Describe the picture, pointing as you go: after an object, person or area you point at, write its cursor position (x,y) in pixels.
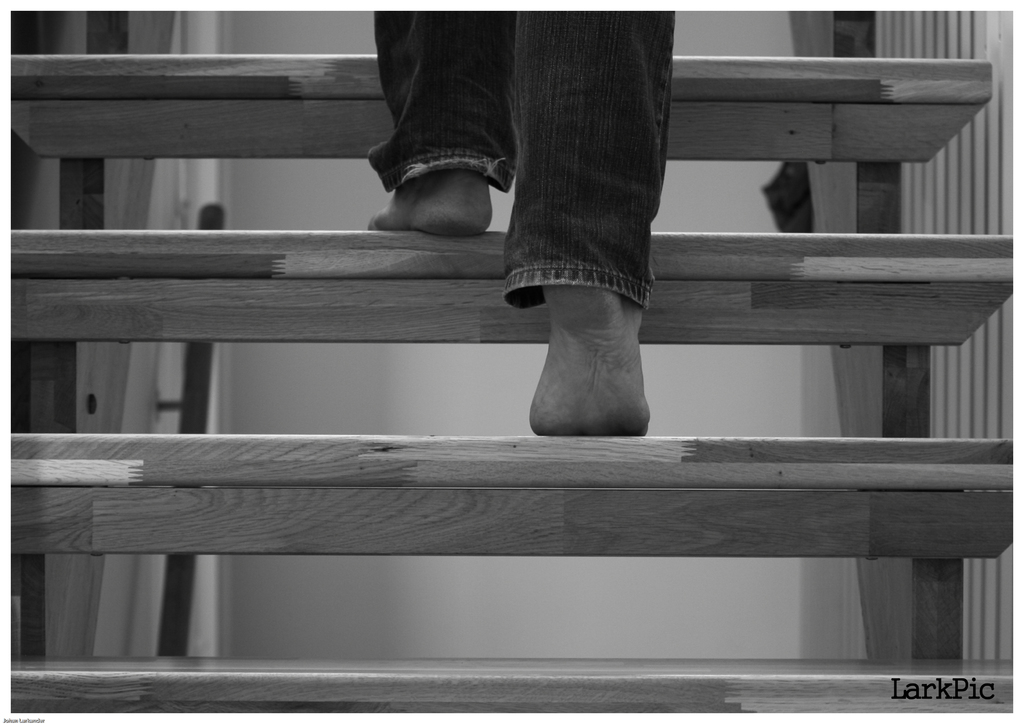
In this image I can see the stairs (175,467) and I can see the person legs (459,194) on the stairs (403,270). In the back (506,626) there's a wall (448,617). And this a black and white image.
